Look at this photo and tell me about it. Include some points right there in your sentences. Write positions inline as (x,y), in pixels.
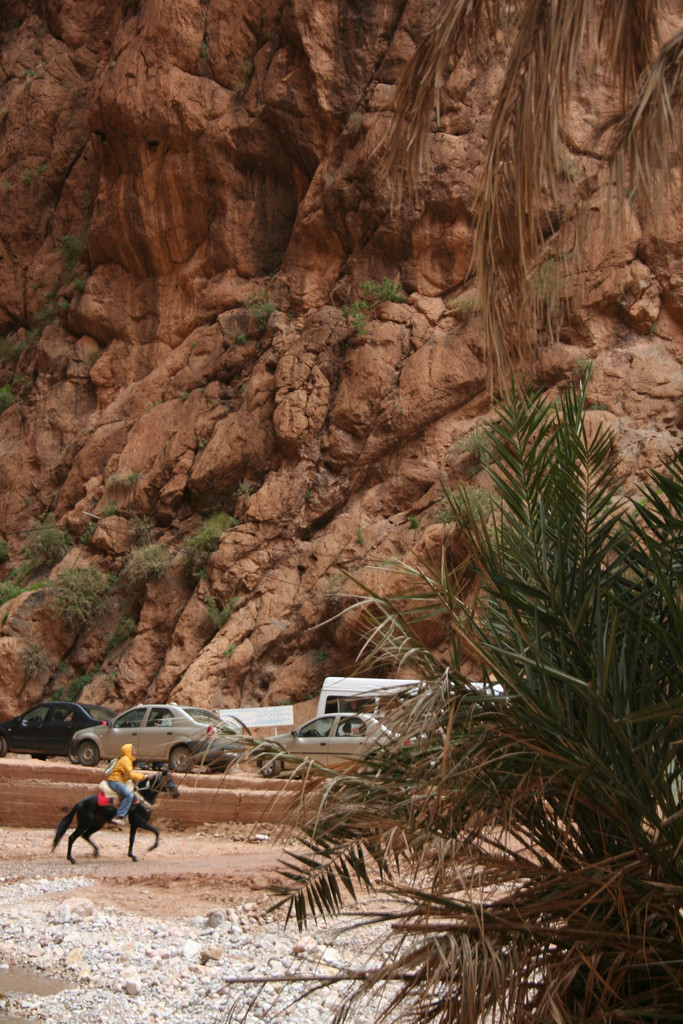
In the center of the image (339,677) there is a hill (270,479), plants (572,726), vehicles (321,707), one board (241,713), stones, trees (574,738) and one person (122,824) is riding a horse (141,809).
